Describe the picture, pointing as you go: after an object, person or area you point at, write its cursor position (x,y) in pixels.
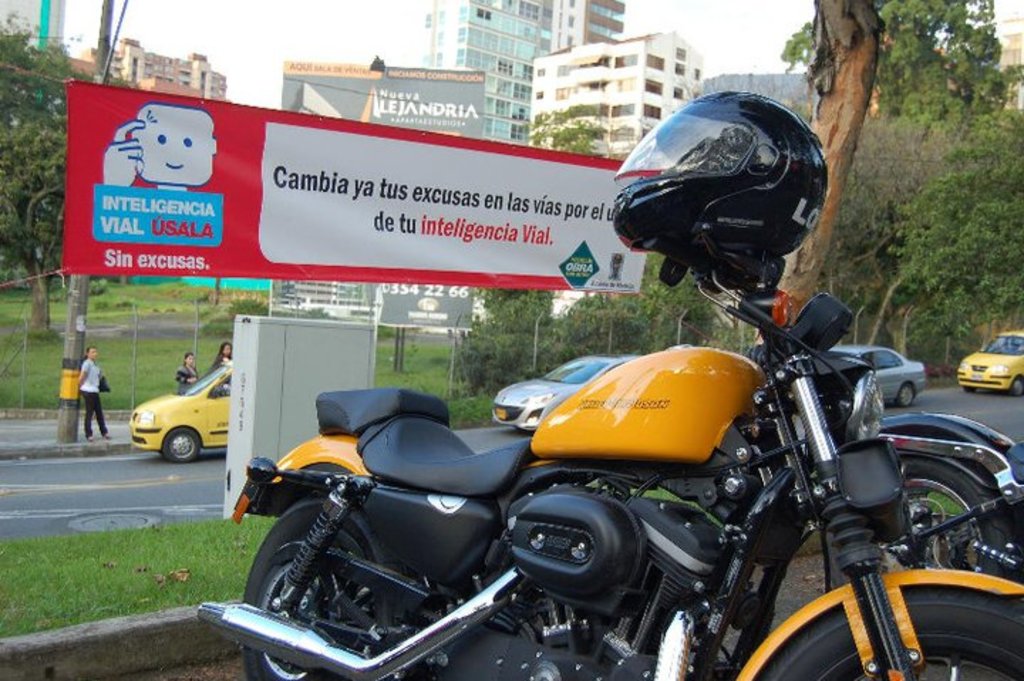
In this image there are vehicles (640,463) on a road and there are a banners (304,230) on that banner (309,153) there is some text (446,221), in the background (553,92) there are trees (59,65), buildings (118,61) and few persons (86,422) are standing on the road (15,460).
